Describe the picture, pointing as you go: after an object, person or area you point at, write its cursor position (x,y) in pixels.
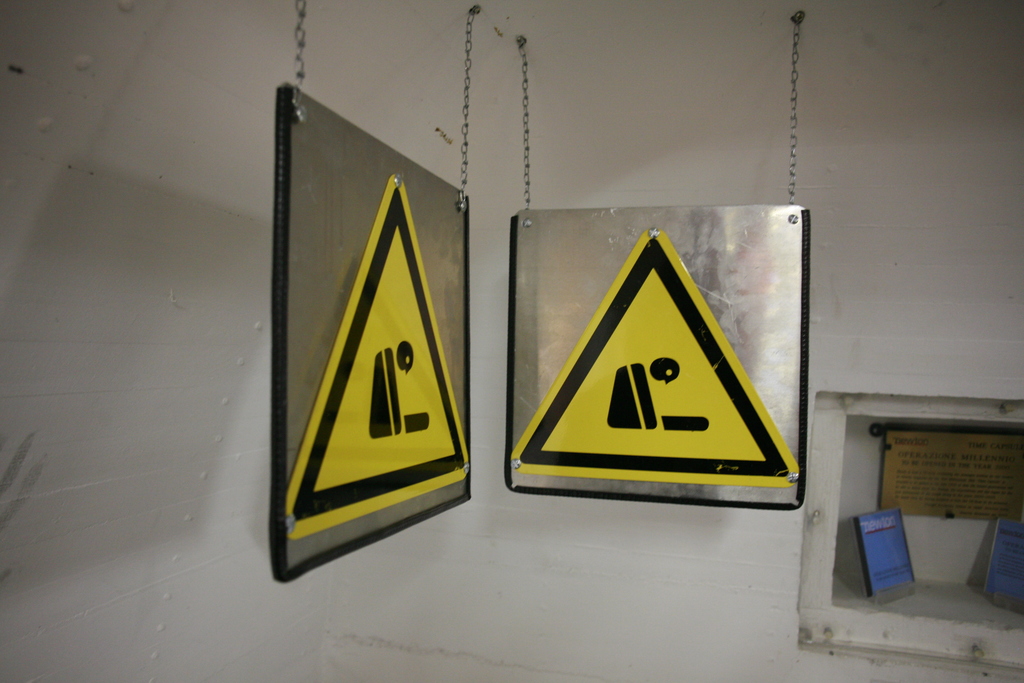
In this image we can see two boards (543,332) with signs (639,325) are hanged with chains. On the right side (963,308) there is a wall (751,574) with box (914,556). Inside that there are few items (890,556).
